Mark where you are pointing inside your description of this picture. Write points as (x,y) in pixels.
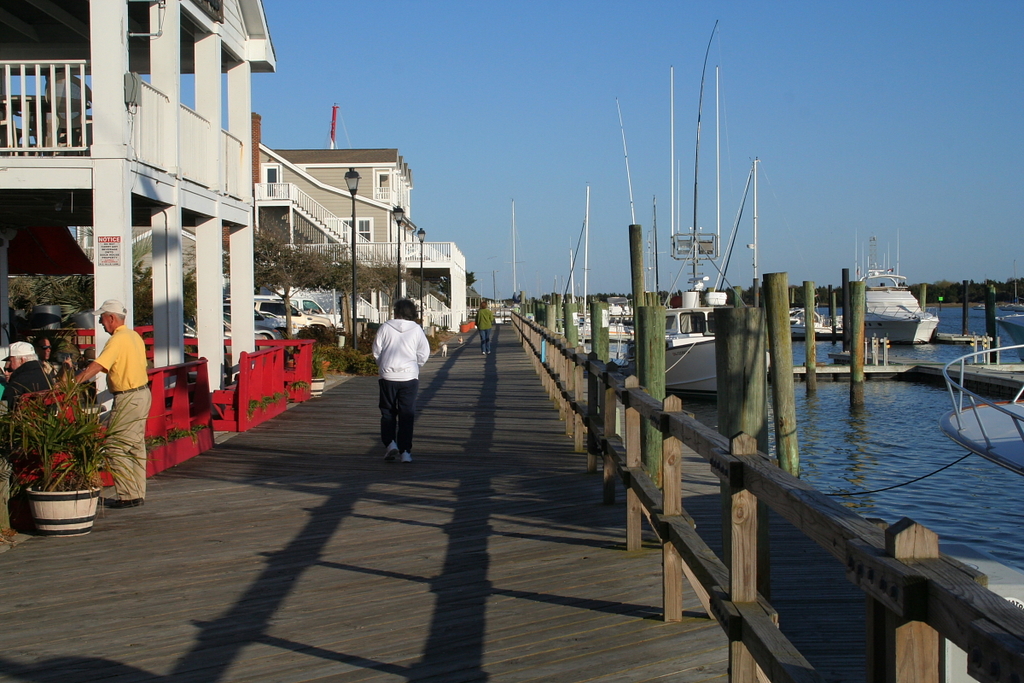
In this picture there are people (128,447) and we can see wooden fence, red color objects (212,417), plants (39,480), pots (54,492) and board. We can see poles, pillars (123,275), wooden poles (775,355), boats (1019,323), above the water (957,504), trees (136,265), lights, vehicles (327,314) and buildings (194,289). In the background of the image (869,268) we can see trees (954,286) and sky (855,176).
